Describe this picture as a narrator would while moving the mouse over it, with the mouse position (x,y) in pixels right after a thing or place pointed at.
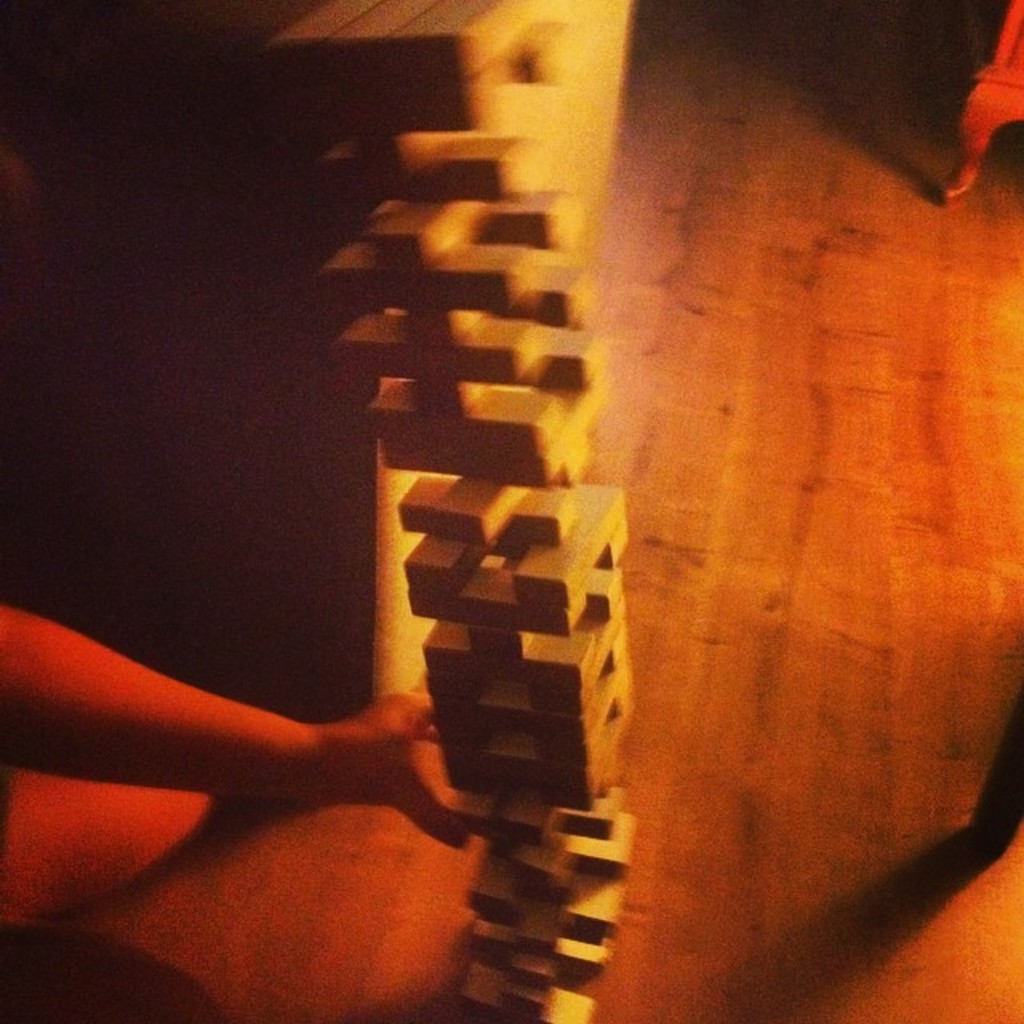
In this image, we can see wooden block stacking game (523,504) and person's hand (375,777). Here we can see wooden floor (842,448) and objects (989,96).
